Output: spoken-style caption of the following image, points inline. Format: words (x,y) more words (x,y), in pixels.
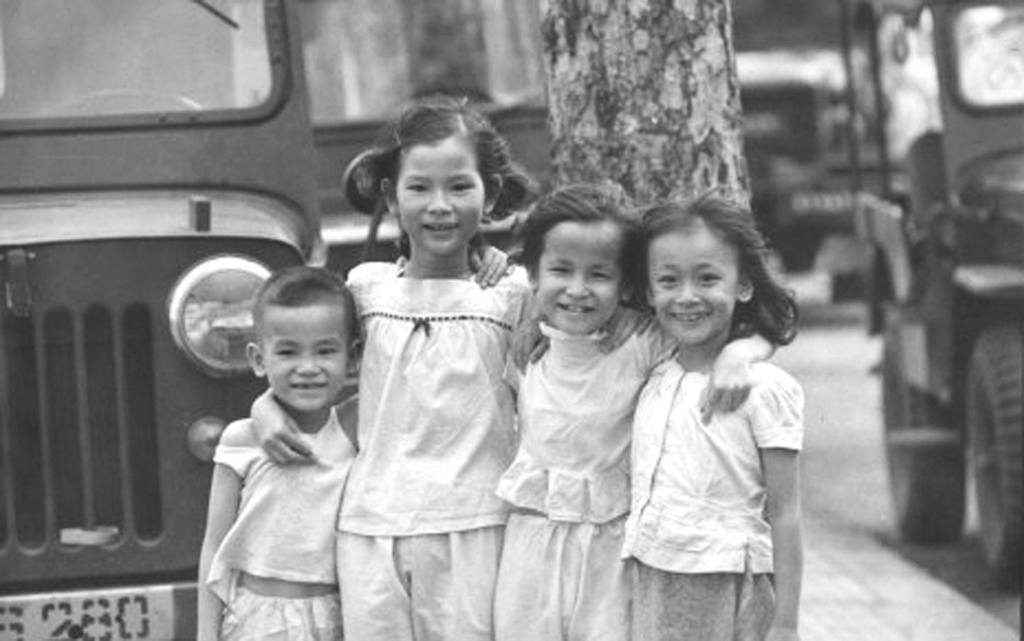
At the front of the image (425,324) there are four kids (523,388) standing. Behind them there is a tree trunk (640,129) and also there are vehicles (970,171).
